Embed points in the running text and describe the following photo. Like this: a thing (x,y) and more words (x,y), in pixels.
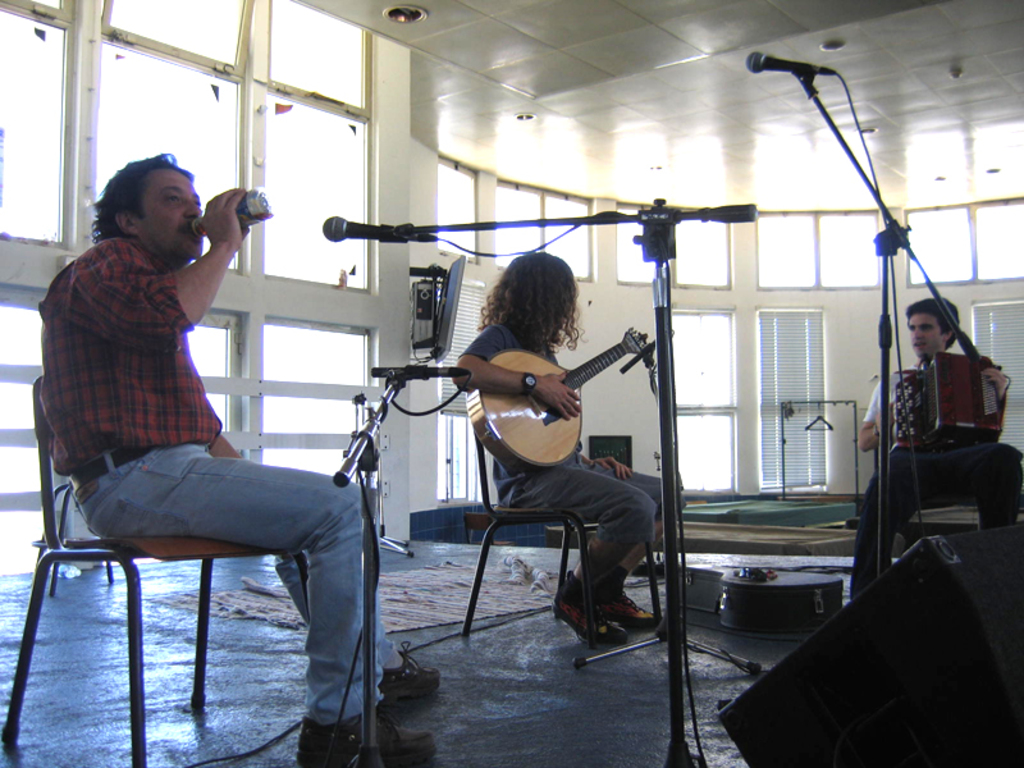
In this image i can see few people (581,473) sitting on chairs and holding musical instruments (961,414), to the left of the image (192,209) i can see another person (171,183) sitting and holding a bottle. I can see microphones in front of them. In the background (386,109) i can see the wall (400,112), windows (331,158) and window blind (769,377).
